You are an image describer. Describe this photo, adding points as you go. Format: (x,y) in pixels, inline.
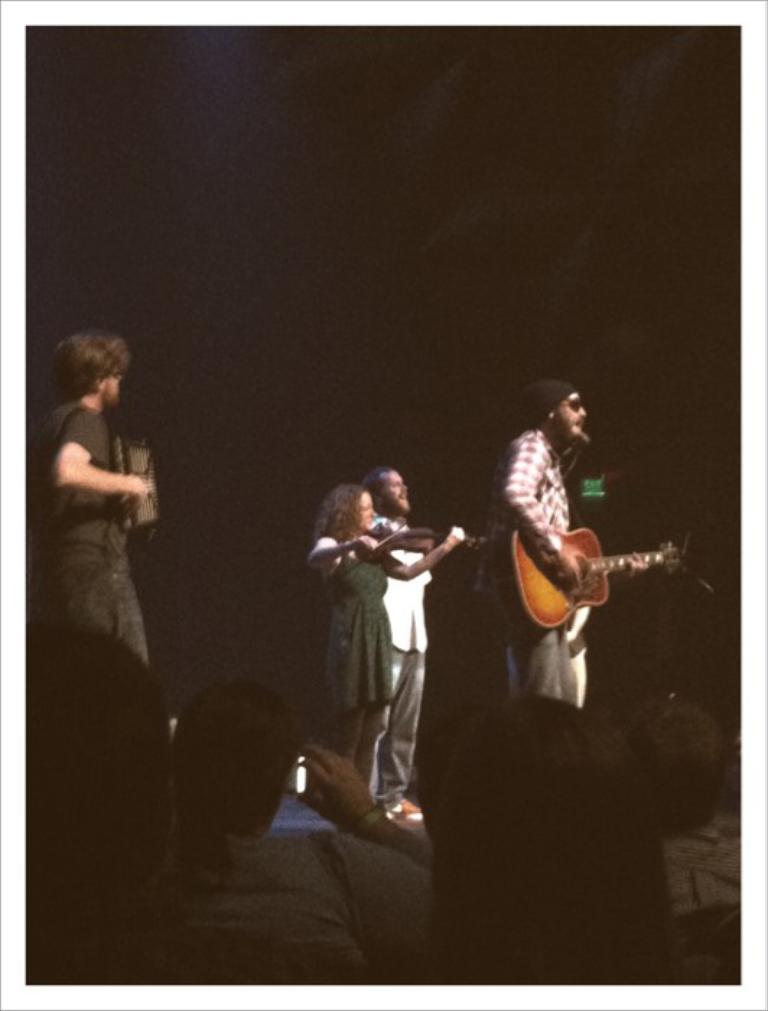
This picture shows few people (446,551) standing a man (561,669) playing guitar (536,614) holding in his hands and we see a woman (339,596) playing violin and we see audience (727,873) watching them and a women (346,850) taking pictures with her mobile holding in her hand (339,783).
